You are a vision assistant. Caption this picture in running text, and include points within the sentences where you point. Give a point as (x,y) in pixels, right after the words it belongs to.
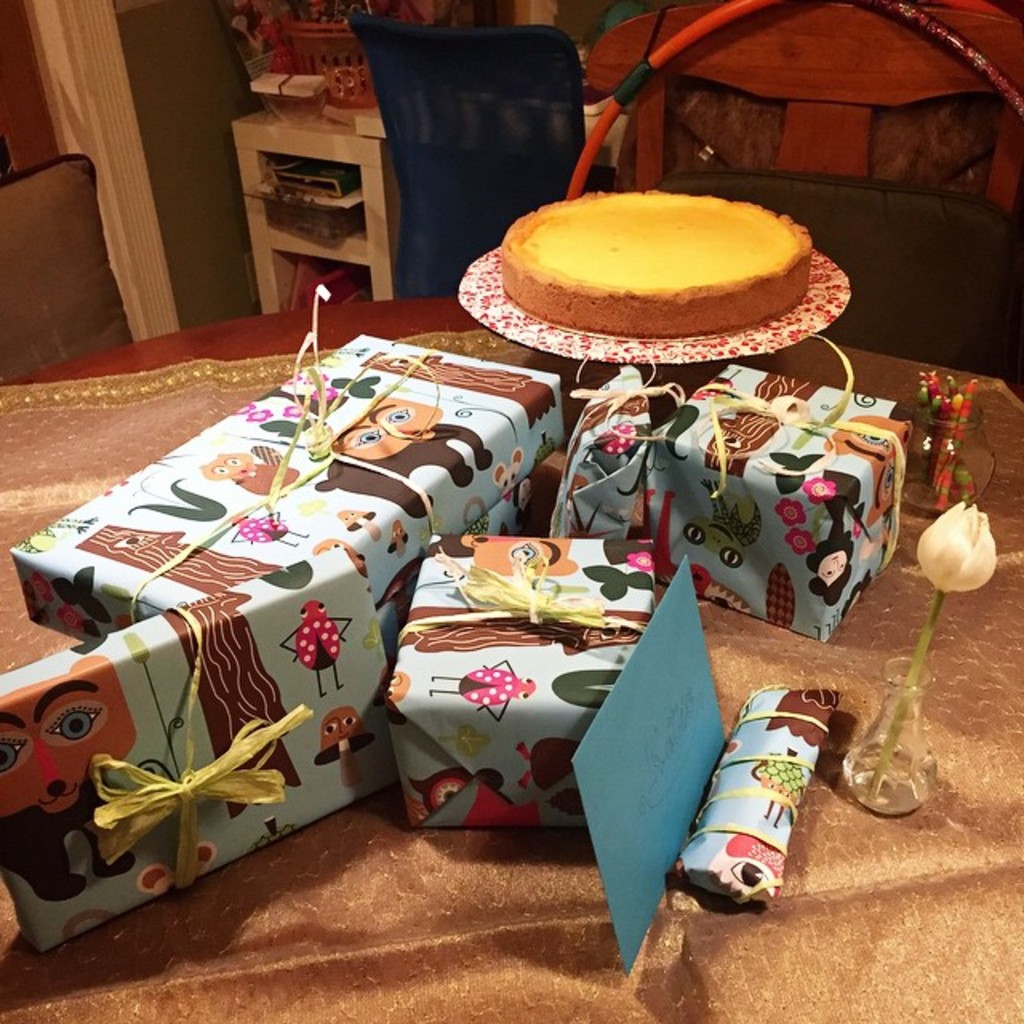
In this picture there is a table (9,572) in the center of the image (475,542), on which there are gifts (794,518), flower vase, and a cake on it, there is rack (282,149) at the top side of the image (304,187) and there is a chair (1008,58) on the right side of the image (845,219).
